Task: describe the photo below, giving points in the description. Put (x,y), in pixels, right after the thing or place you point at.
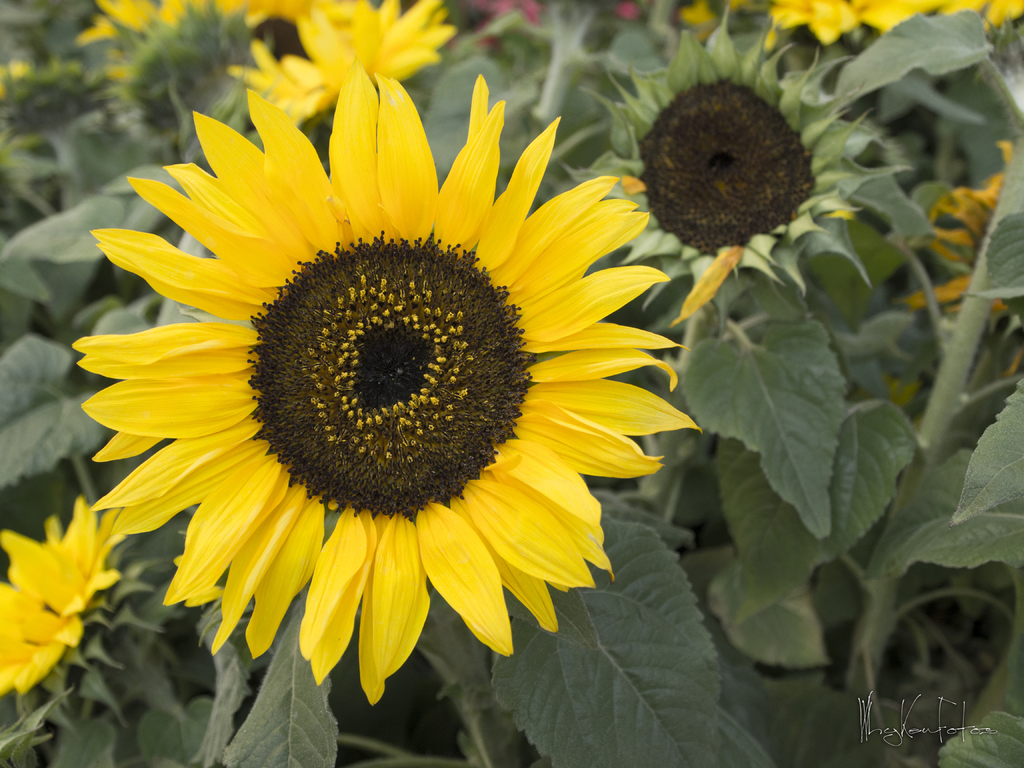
In the image in the center, we can see plants (6,256) and flowers (675,408), which are in yellow color.
